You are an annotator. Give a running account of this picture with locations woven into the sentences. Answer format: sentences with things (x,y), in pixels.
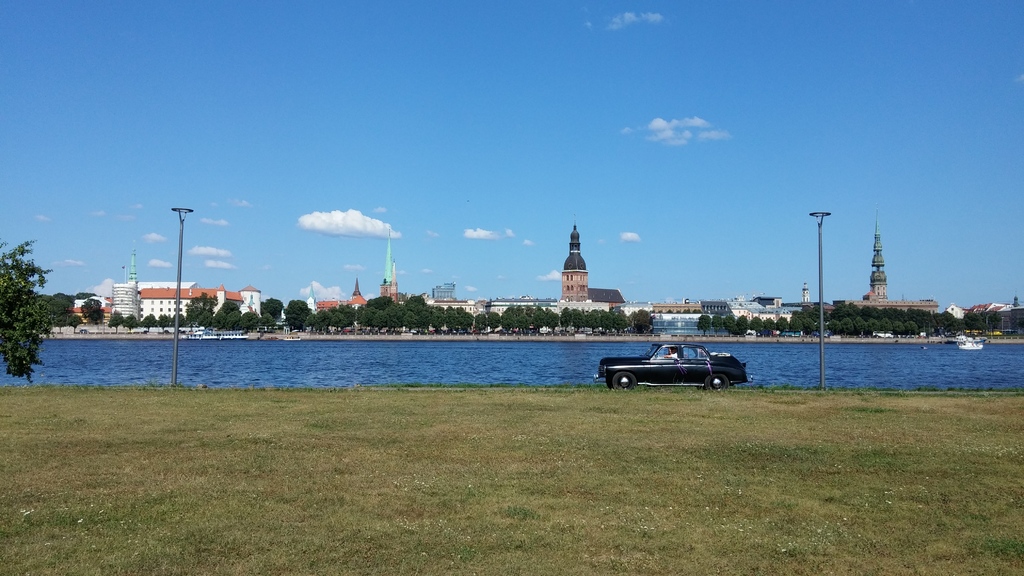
In this image there is a green grass (303,402) at the bottom (884,418). There is a tree (17,265) in the left corner (3,259). There is a car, poles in the foreground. There is water (995,354), trees (817,318) and buildings (877,290) in the background (501,305). And there is a sky (301,11) at the top (162,147).
